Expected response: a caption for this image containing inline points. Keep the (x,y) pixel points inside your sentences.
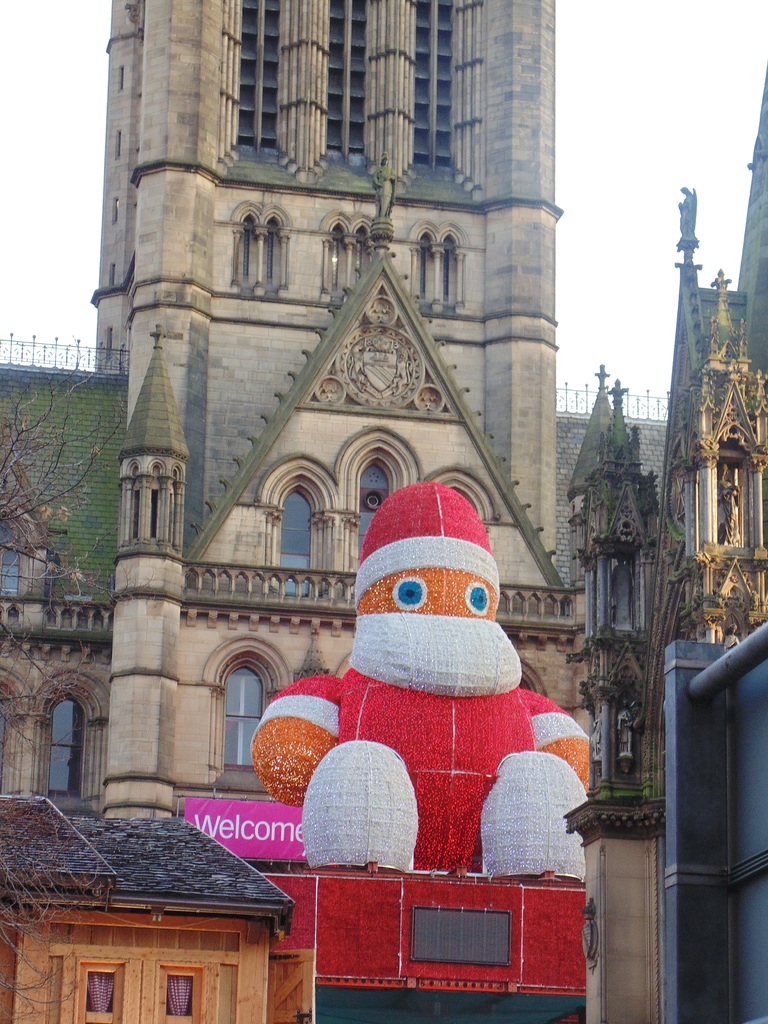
In this image there is a church (554,486), in front of the church (478,492) there is a Santa Claus (460,774), in the background (584,40) there is a sky (562,198).
